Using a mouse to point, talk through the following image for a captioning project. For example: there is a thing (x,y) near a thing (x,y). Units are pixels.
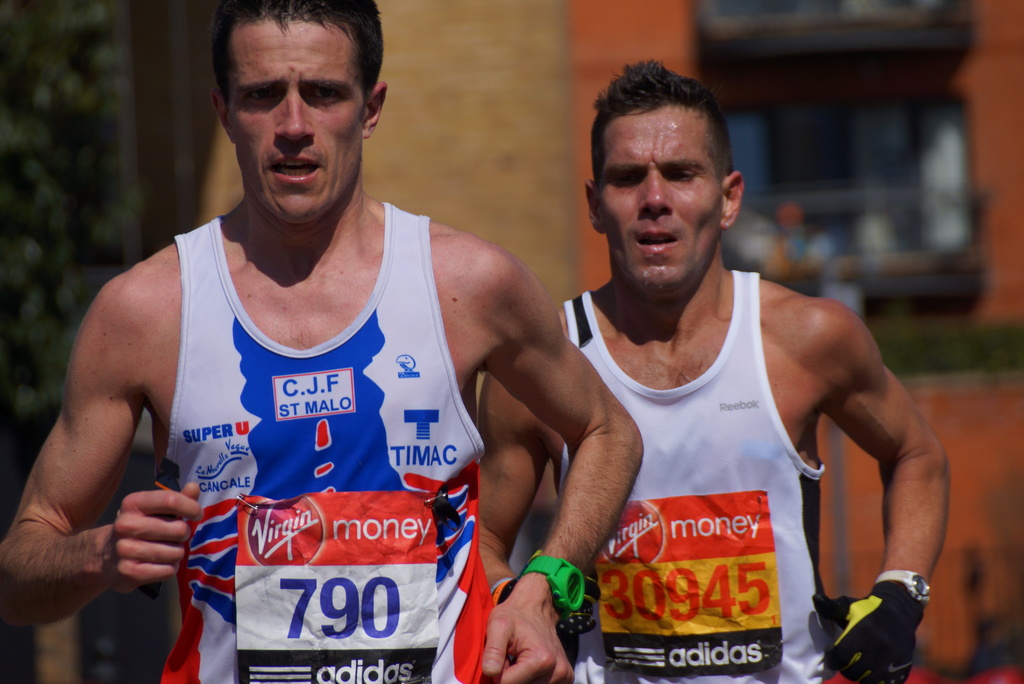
In this picture in the front (587,426) there are persons (542,454) running and there is some text (388,534) and there are some numbers (394,590) written on the clothes (719,484) of the persons (695,577). In the background (434,107) there are trees (90,134) and there is a building (791,136) and there is a fence (889,230) and background (970,612) seems to be blurred.
